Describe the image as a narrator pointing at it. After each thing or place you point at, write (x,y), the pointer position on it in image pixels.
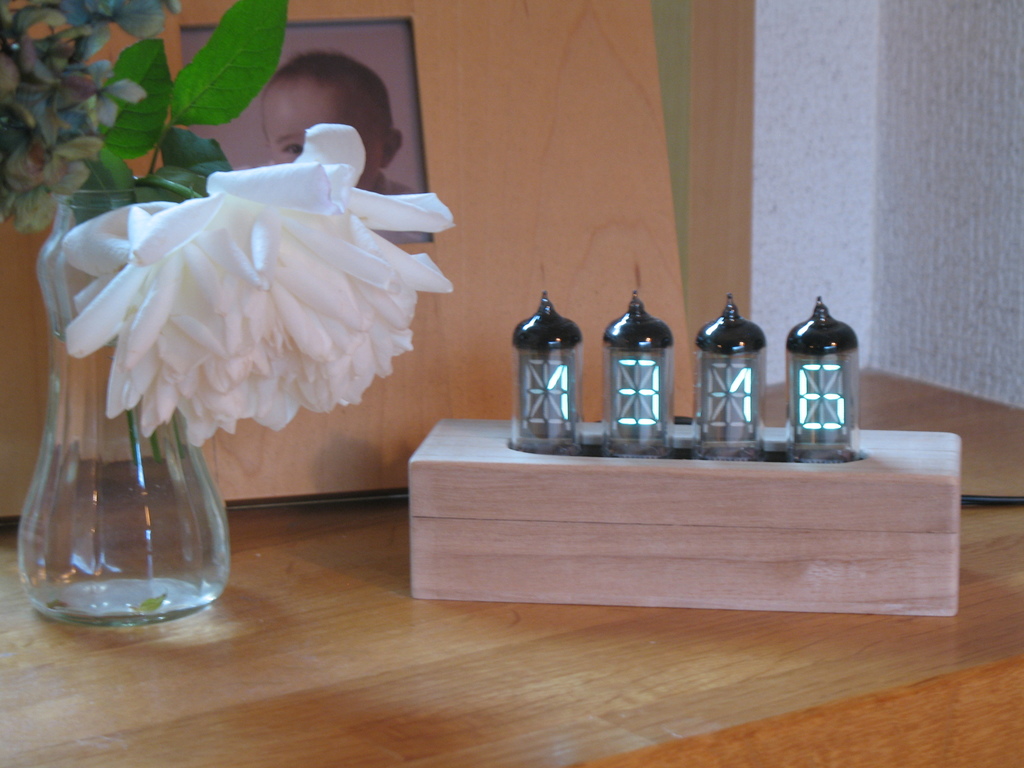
In this image, we can see the wooden surface (745,668) with some frames (592,227), a glass container (52,239) with a flower (159,254) and some leaves (187,132). We can also see a wooden object (424,501) and a wire (965,503). We can also see the wall (881,167).
